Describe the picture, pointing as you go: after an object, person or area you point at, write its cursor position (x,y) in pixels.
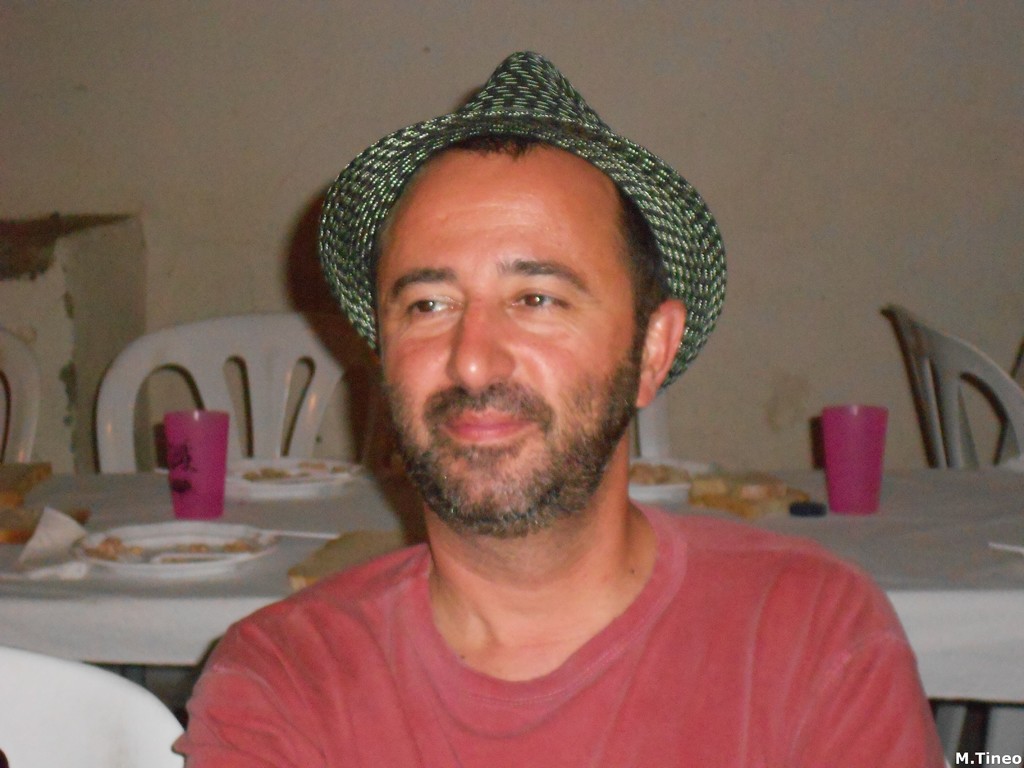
In the center of the image (510,487) we can see a man (550,479) sitting. He is wearing a hat (479,122). In the background (949,482) there is a table (300,549) and we can see plates (252,490), glasses (194,465) and some food (187,546) placed on the table (146,498). We can see chairs (271,403) and there is a wall (382,72).
